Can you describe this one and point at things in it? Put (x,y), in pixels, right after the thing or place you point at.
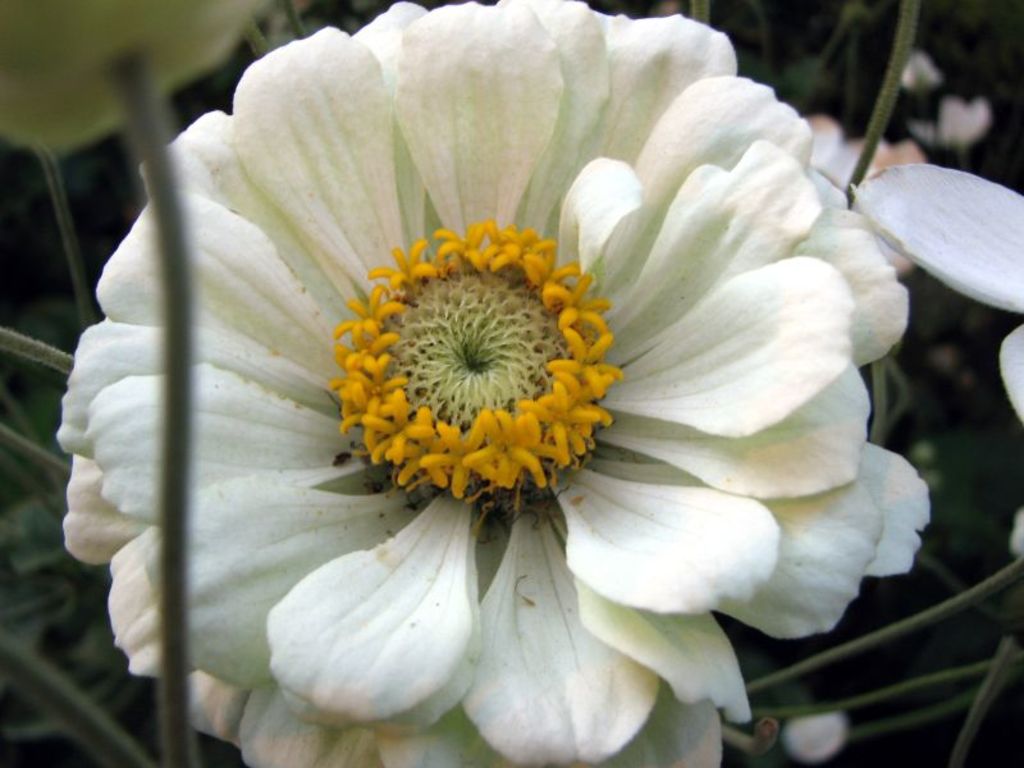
In this image there is a white flower (425,400), there is a flower (985,205) towards the right of the image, there is a flower (158,53) truncated towards the top of the image (204,25).
